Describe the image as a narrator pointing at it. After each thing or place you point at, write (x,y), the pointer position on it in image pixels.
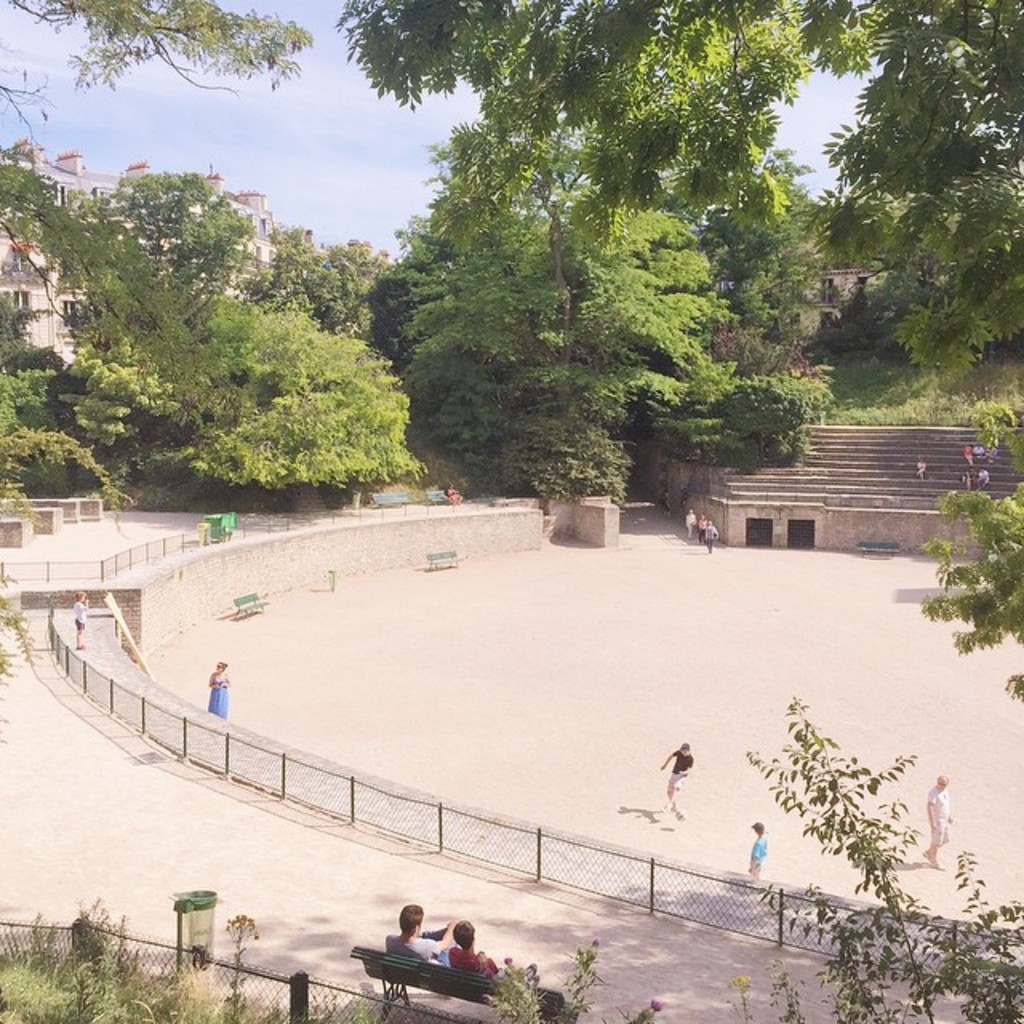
In this image I can see few persons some are walking and some are sitting. I can also see trees (596,281) in green color, a building (32,313) in cream color and the sky (287,152) is in white and blue color.
